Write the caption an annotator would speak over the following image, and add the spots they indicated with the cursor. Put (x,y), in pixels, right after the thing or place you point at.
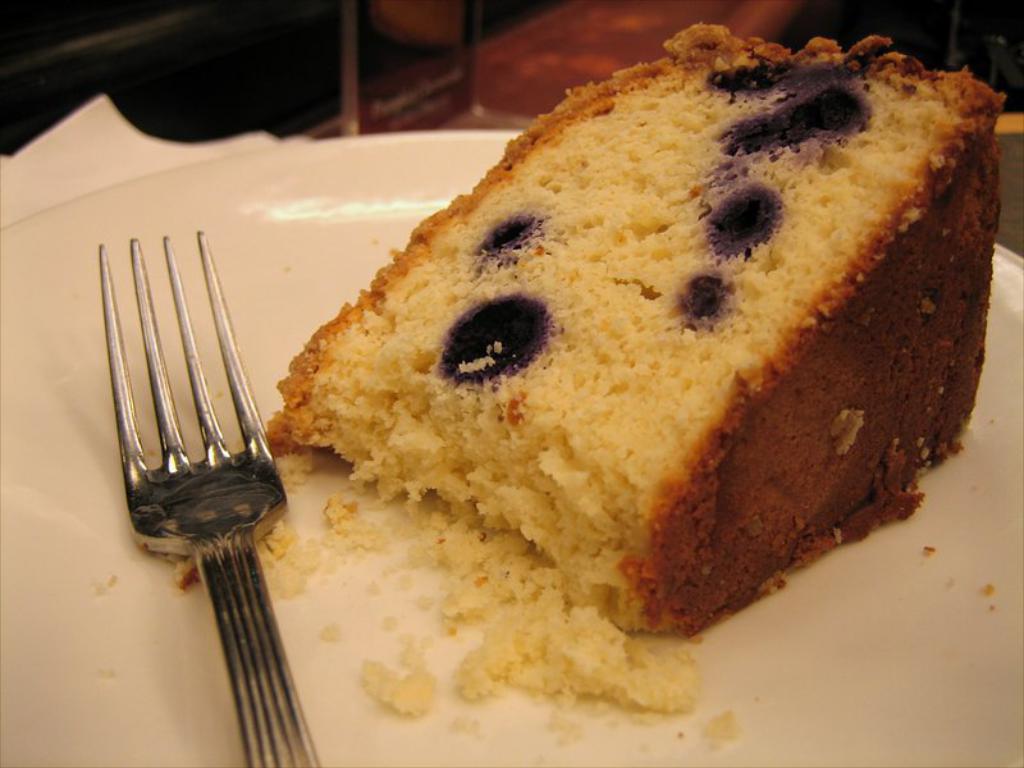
In this picture, we can see a white plate (810,657) and on the plate (807,626) there is a fork (188,507) and food (596,326). Behind the plate (327,204) there are some items (88,132).
